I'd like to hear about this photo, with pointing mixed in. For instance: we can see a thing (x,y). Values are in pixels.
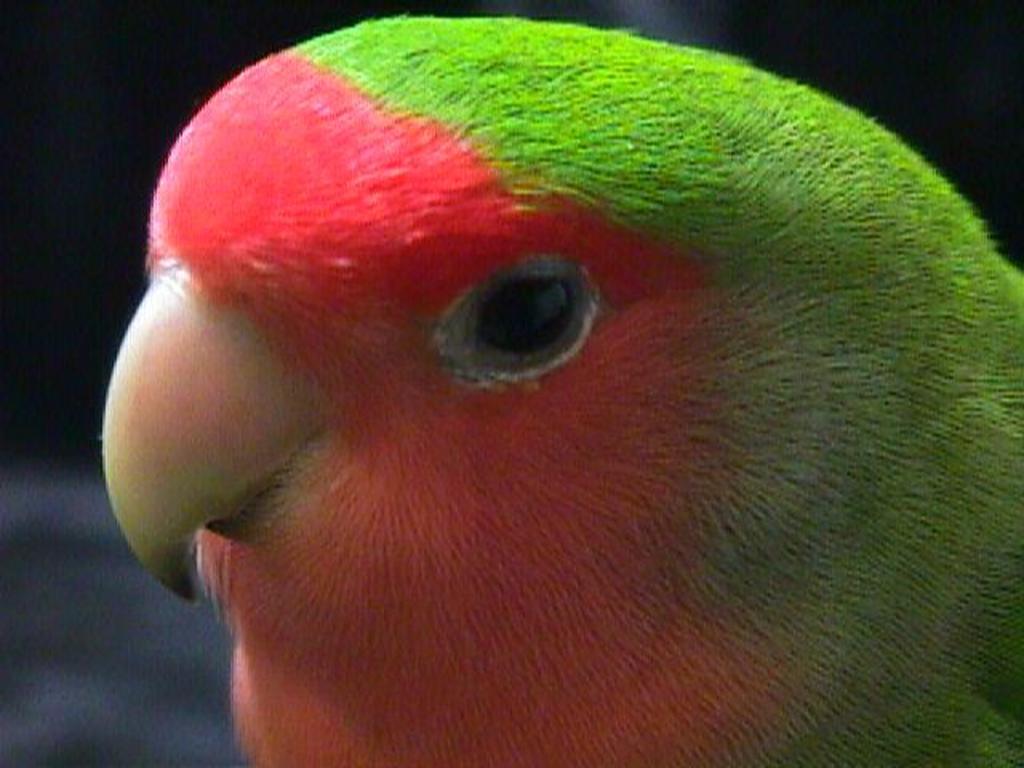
In this picture I can observe a bird (283,304) looking like parrot (632,153). It is in green and red color. The background (106,141) is blurred.
